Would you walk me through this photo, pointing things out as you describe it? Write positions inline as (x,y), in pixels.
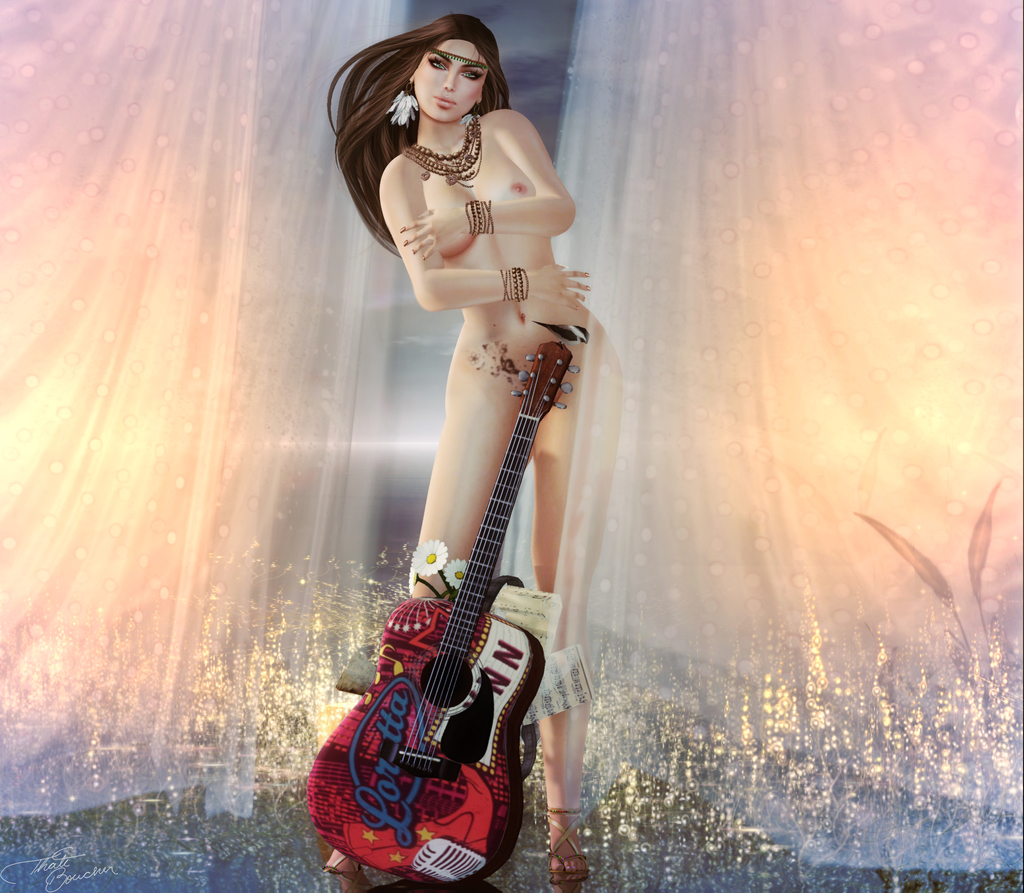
In this image I can see the graphic picture in which I can see a woman (477,437) is standing and a musical instrument (460,741) in front of her. I can see few plants (208,822) and few clothes (716,337).
